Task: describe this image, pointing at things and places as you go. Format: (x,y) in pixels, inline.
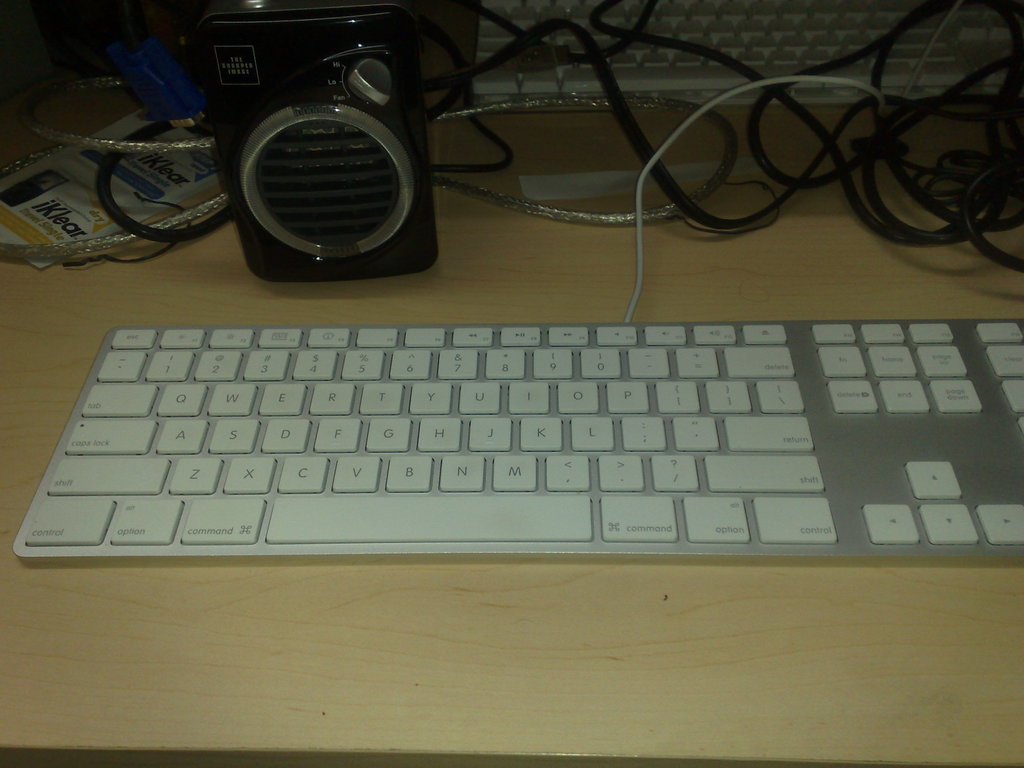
In this image we can see the computer keyboard (544,400), heater (371,118) and cables (634,140) on the wooden surface (637,160).
